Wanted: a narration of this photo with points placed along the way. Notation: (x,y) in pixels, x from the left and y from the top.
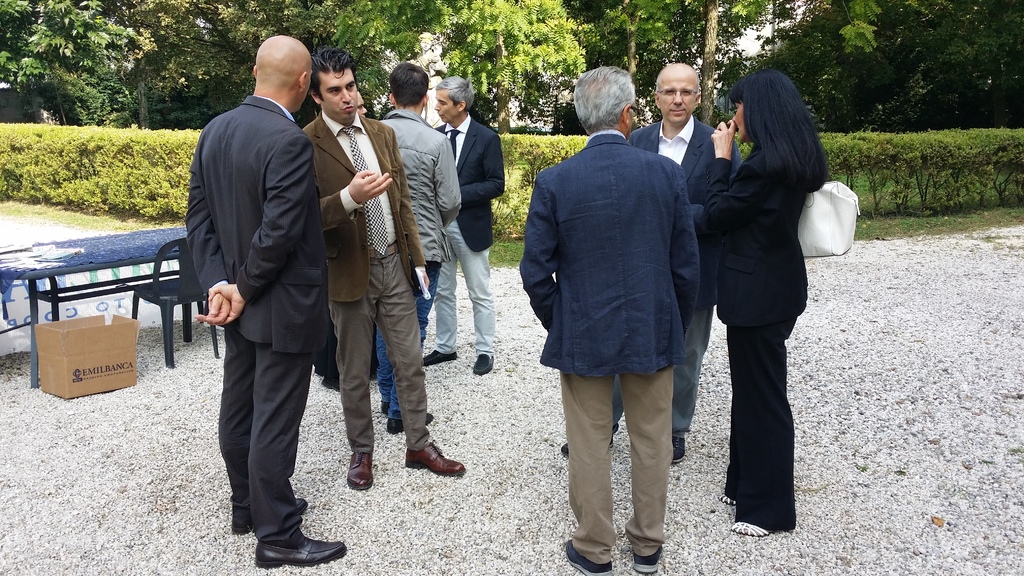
There are many people (477,183) standing. There is a table (90,259). Near to that there is a cardboard box (80,373) and chair (167,298). In the back (136,125) there are bushes (993,130) and trees (495,51).
